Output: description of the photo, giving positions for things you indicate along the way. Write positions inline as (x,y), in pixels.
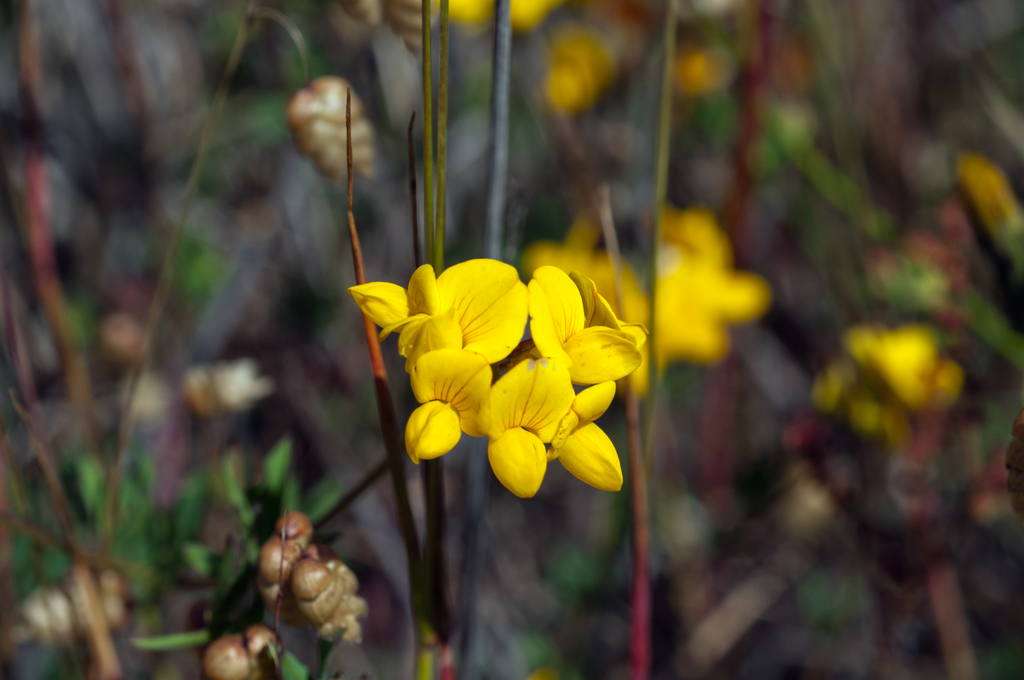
In the foreground of the picture (498,325) there are flowers (471,325) and stems (417,592). The background (215,151) is blurred. In the background (241,336) there are plants (809,248), flowers (876,360) and buds (306,579).
